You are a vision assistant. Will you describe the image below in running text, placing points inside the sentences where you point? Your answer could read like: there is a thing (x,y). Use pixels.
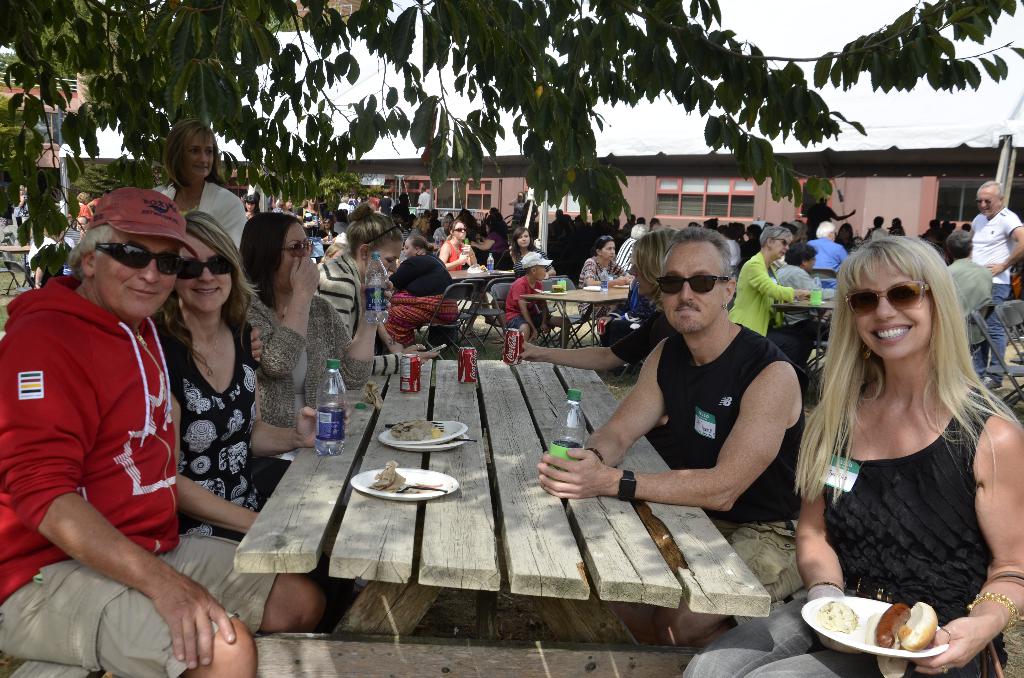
In this picture there are several people (280,352) sitting on the table (605,413) with food eatables (415,429) on top of them. In the background (1010,272) we also observed many people (452,244) sitting and there is a tree (538,113) to the top (538,113).
